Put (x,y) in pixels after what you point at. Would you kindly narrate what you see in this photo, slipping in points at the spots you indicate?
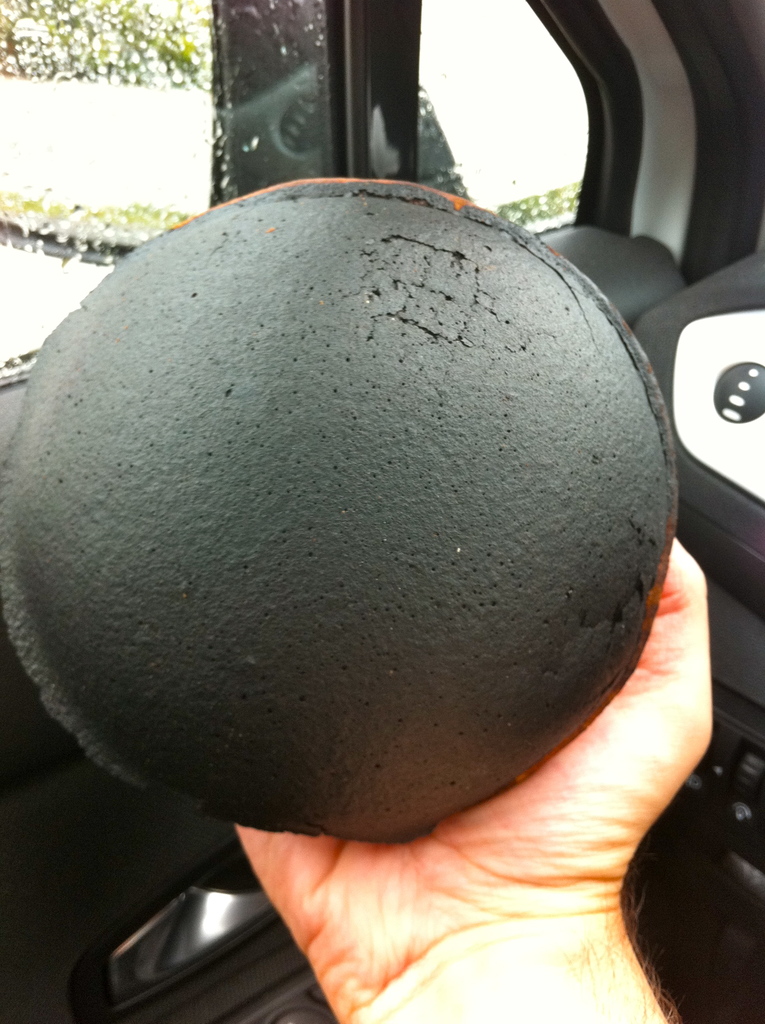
In this image we can see a ball (373,370) in the person's hand (326,981) in the foreground (356,368). There is a glass (159,12) in which we can see trees (112,65) in the background (103,56).
